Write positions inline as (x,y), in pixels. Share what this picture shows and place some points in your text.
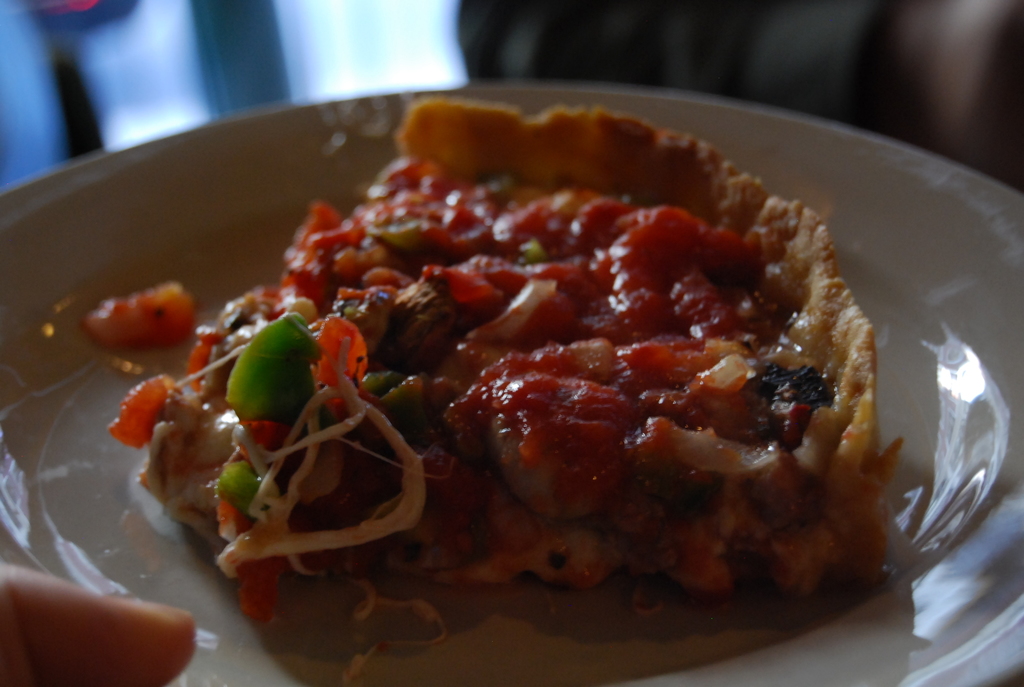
In this image I can see a person's hand (72,589) holding a white colored plate (64,387) and on the plate (200,149) I can see a food item (333,245) which is brown, red, black, green and white in color. In the background (241,82) I can see few blurry objects (404,73).
